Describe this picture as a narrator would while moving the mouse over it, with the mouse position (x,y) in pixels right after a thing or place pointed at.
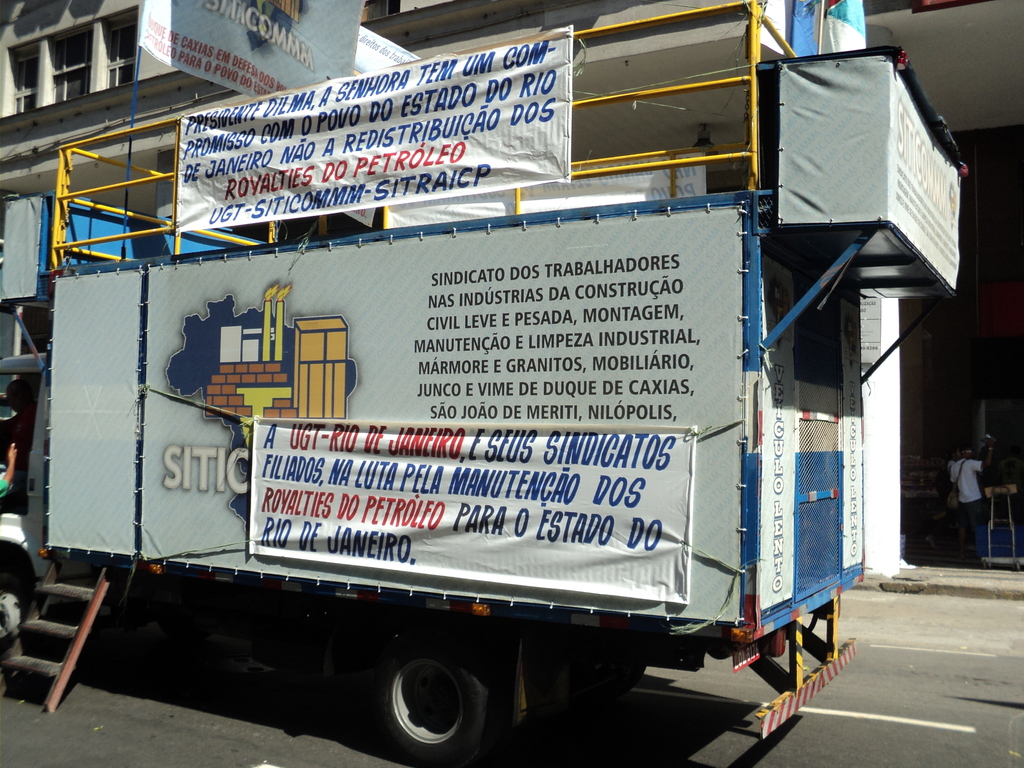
In this picture we can see a vehicle (214,391) with banners (241,304) and a ladder (65,631). Behind the vehicle (308,316), there is a building (376,8). On the right side of the image (927,492), there are some objects (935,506) and there are two persons (943,492) standing on the ground (964,662).
